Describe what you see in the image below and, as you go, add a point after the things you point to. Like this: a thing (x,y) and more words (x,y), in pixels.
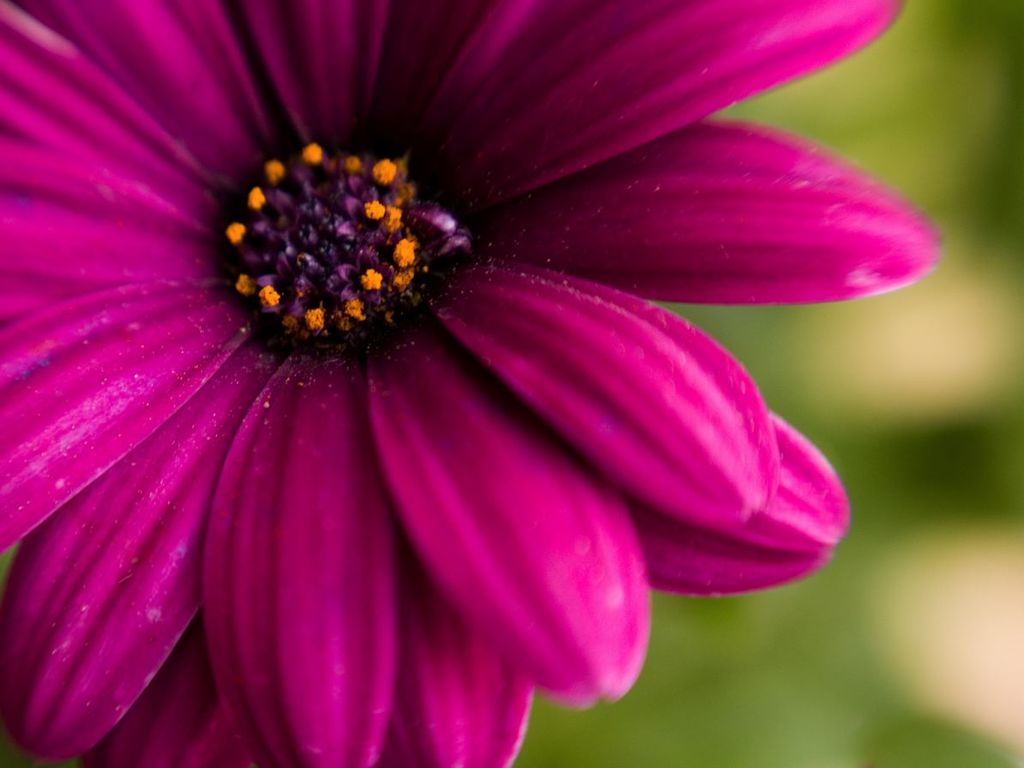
In this image in the foreground (432,261) there is one flower (561,444), and there is a blurry background (996,193).
